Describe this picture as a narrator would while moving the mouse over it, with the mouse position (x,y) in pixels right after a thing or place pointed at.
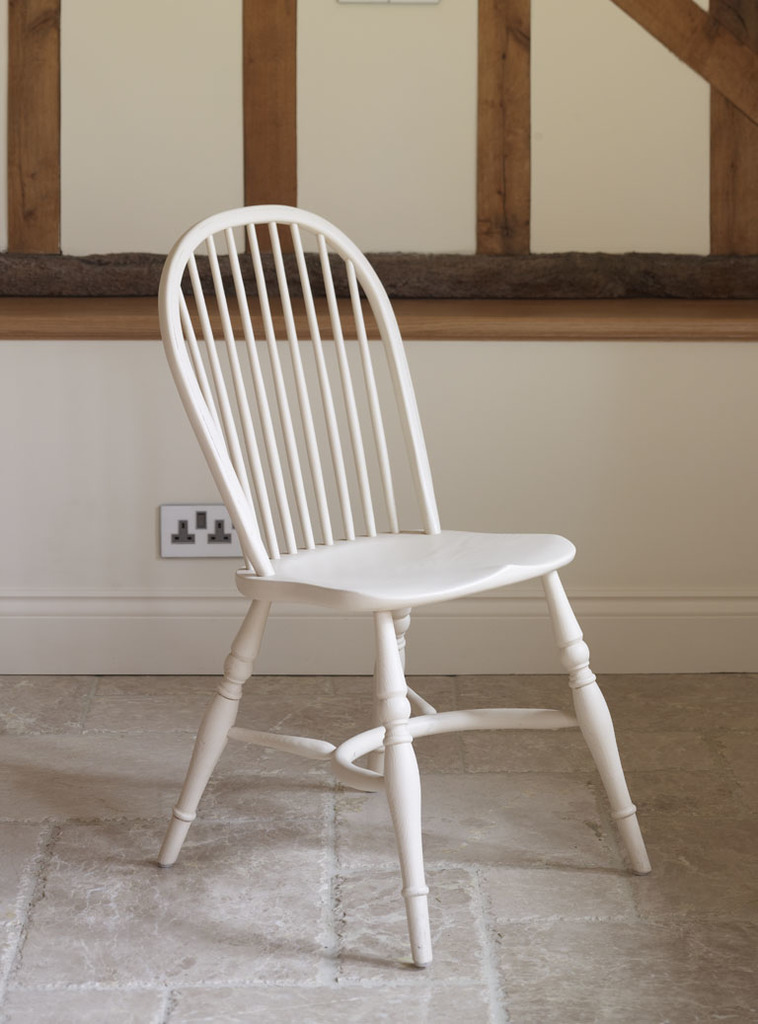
In this image there is a chair (294,594) on a floor (49,720), in the background (89,519) there is a wall (49,279) to that wall (601,288) there is a socket (189,529).
